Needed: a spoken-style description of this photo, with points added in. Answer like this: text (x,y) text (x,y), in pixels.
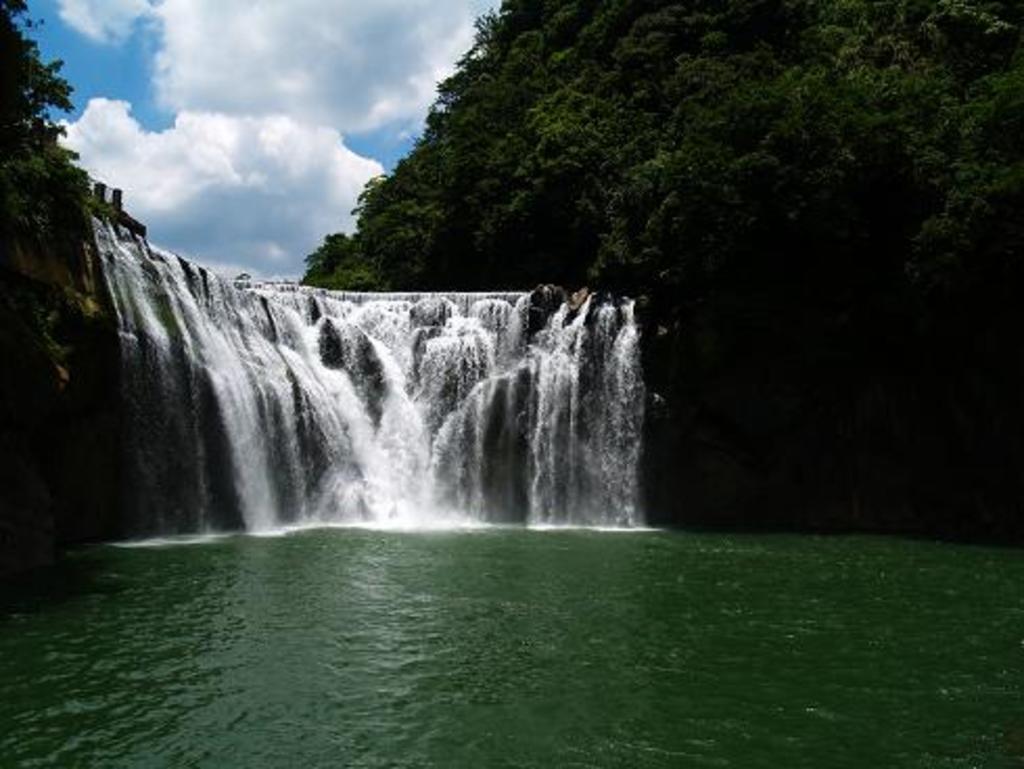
In this image I can see there is water fall (416,387), there are trees (570,126) on the right side (806,113). At the top (371,90) it is the sky (295,101).
